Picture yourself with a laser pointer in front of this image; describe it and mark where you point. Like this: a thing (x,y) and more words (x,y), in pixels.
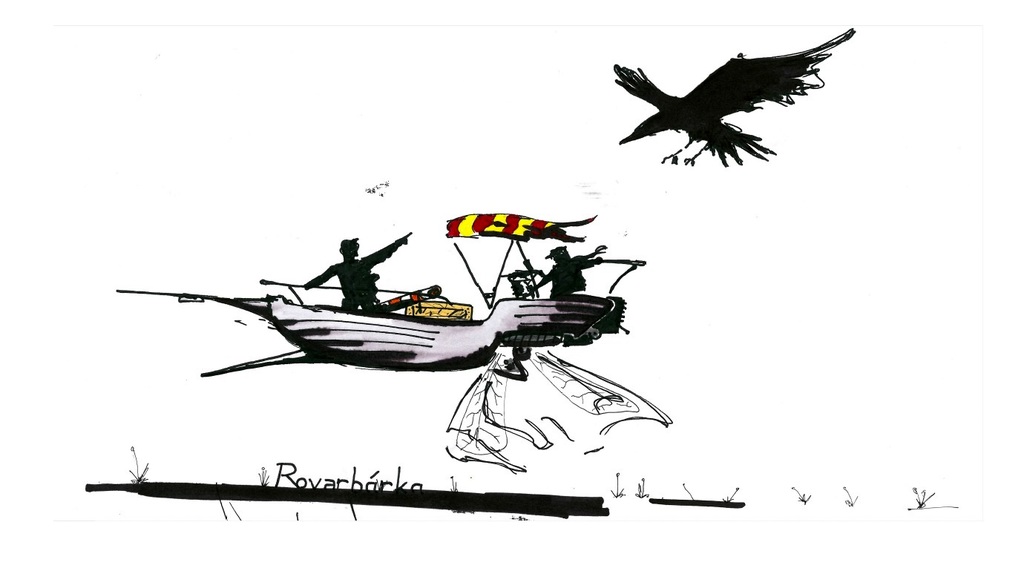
In this image we can see the sketch (754,90) of persons (595,262), boat (616,389), and a bird (804,76), also we can see the text (358,478) on the image, and the background (392,453) is white in color.
